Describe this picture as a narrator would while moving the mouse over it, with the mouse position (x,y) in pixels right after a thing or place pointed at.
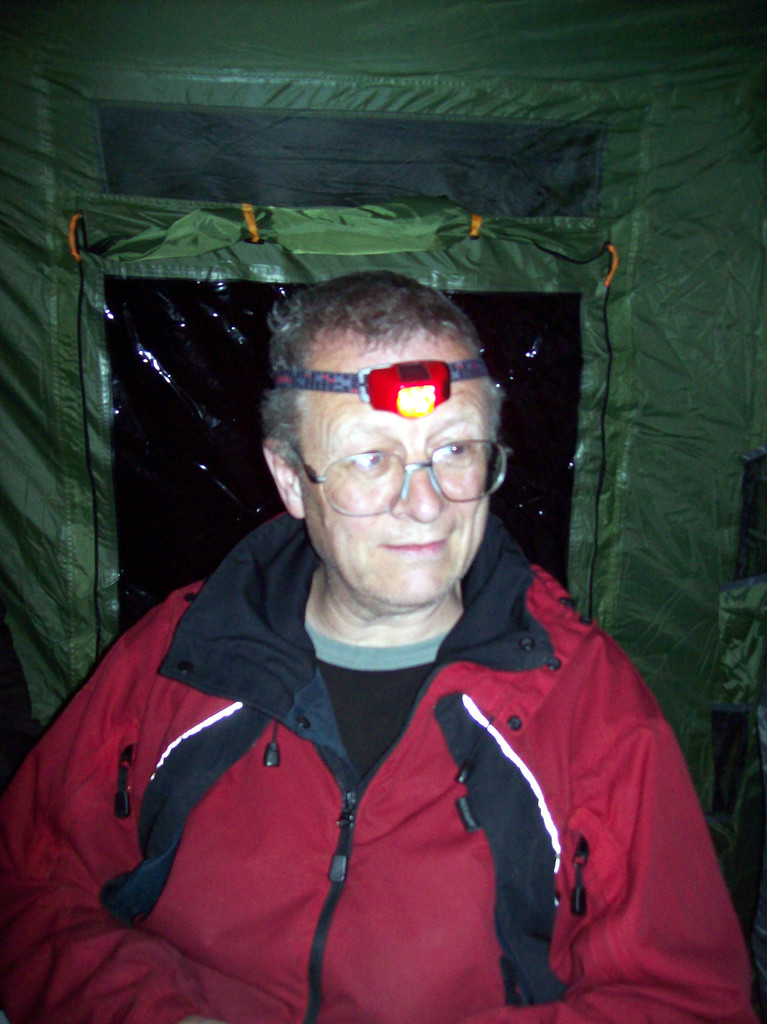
In the image there is an old man (421,705) in red jacket (493,804) is in the front (443,735), inside a tent (329,138), he is having a torch (421,392) on his head (469,412).
